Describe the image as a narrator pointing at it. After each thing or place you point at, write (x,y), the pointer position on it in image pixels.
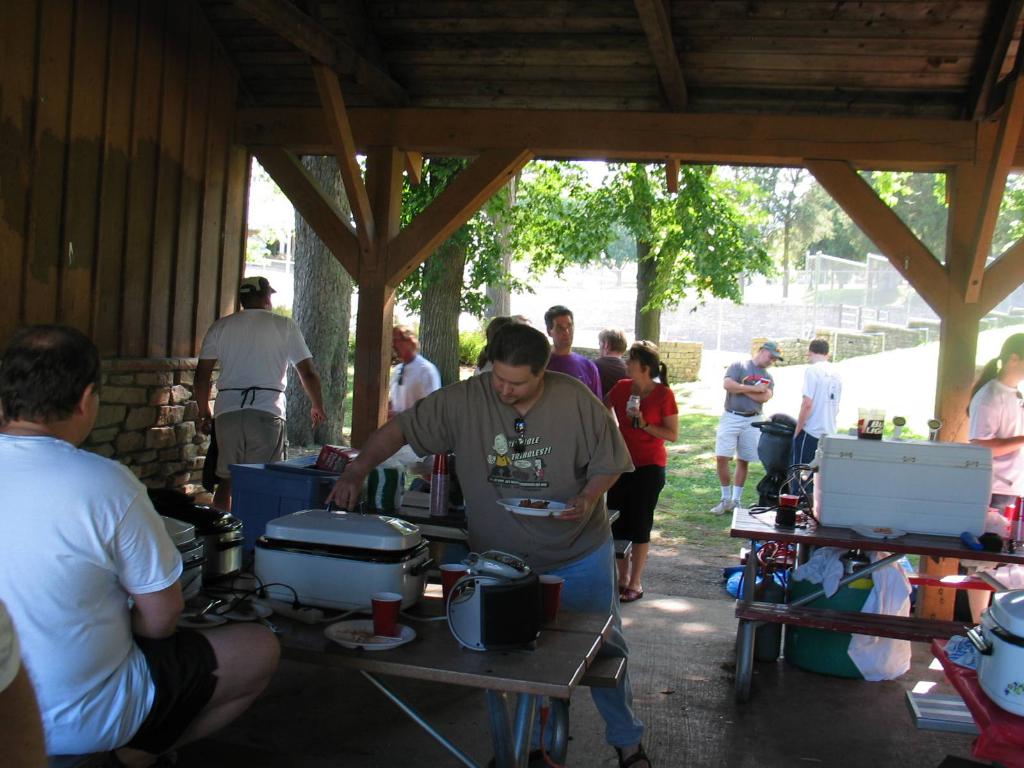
In the background (766,196) we can see the trees (691,191) and the wall (675,369). Its grey. In this picture we can see the people (987,415) under the wooden shelter (302,33). We can see a man (163,605) is sitting and on the table (450,641) we can see glass (376,615), plate (371,649) and few other objects (492,582). We can see a man (611,454) is holding the handle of a lid (336,520) and in the other hand (580,509) he is holding a plate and we can see the food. On the right side of the picture (952,447) we can see few objects (935,431) on the tables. On the floor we can see few objects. Far we can see the people (765,357) and an object (766,449). We can see the green grass (696,457).
